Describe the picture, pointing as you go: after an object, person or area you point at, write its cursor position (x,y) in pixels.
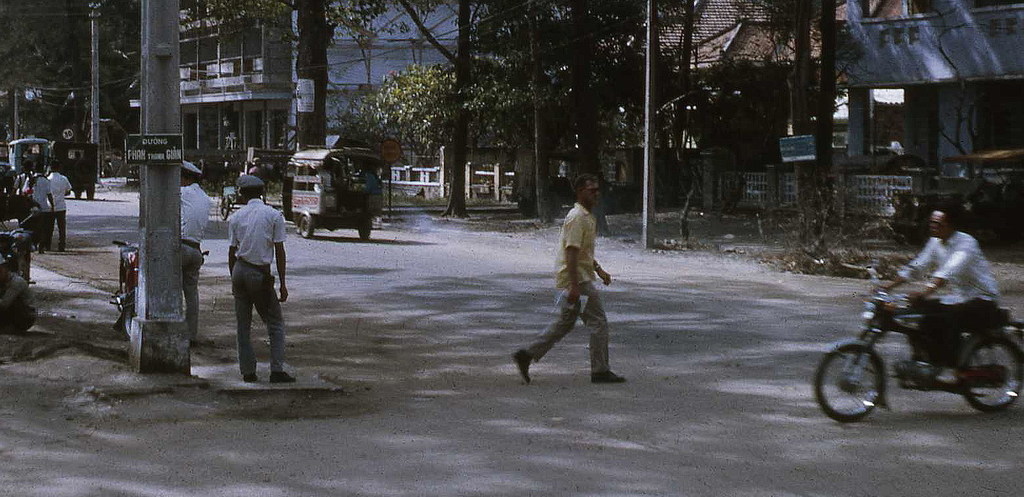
As we can see in the image there are houses (950,52), trees (830,54), few people (282,225) here and there and there is a motor cycle (862,375) and jeep (343,195).
